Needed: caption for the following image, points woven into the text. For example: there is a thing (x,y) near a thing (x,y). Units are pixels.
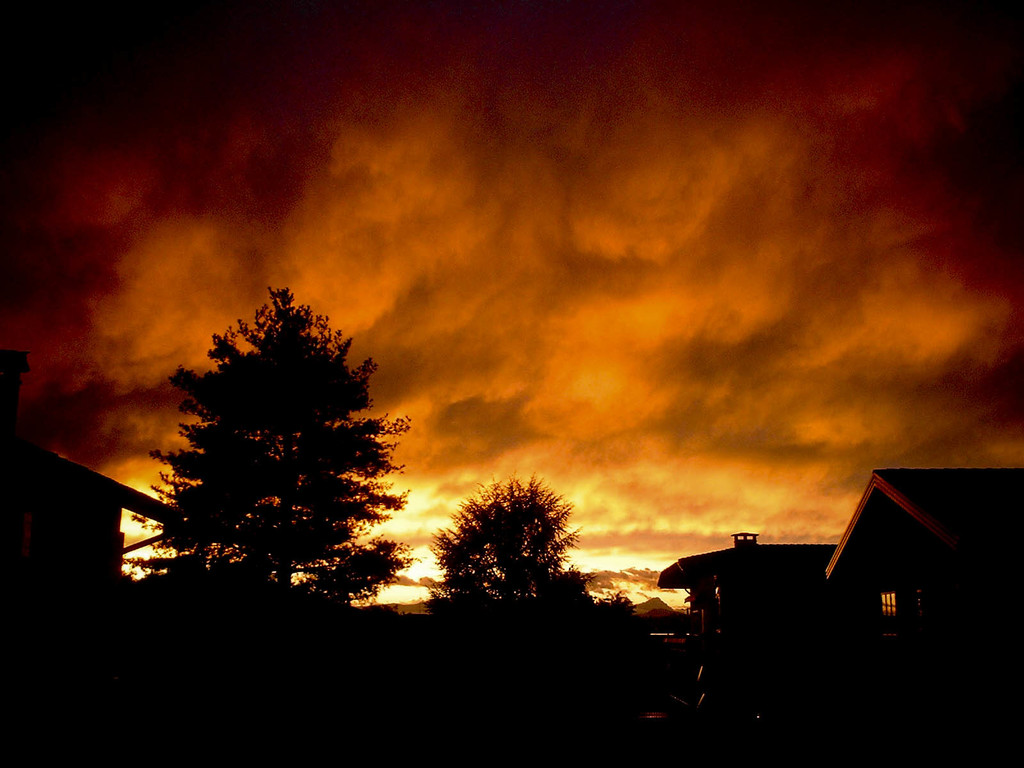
In this image we can see houses (112,500), trees (225,459). At the top of the image (396,131) there is sky (322,167) and clouds (483,243).
